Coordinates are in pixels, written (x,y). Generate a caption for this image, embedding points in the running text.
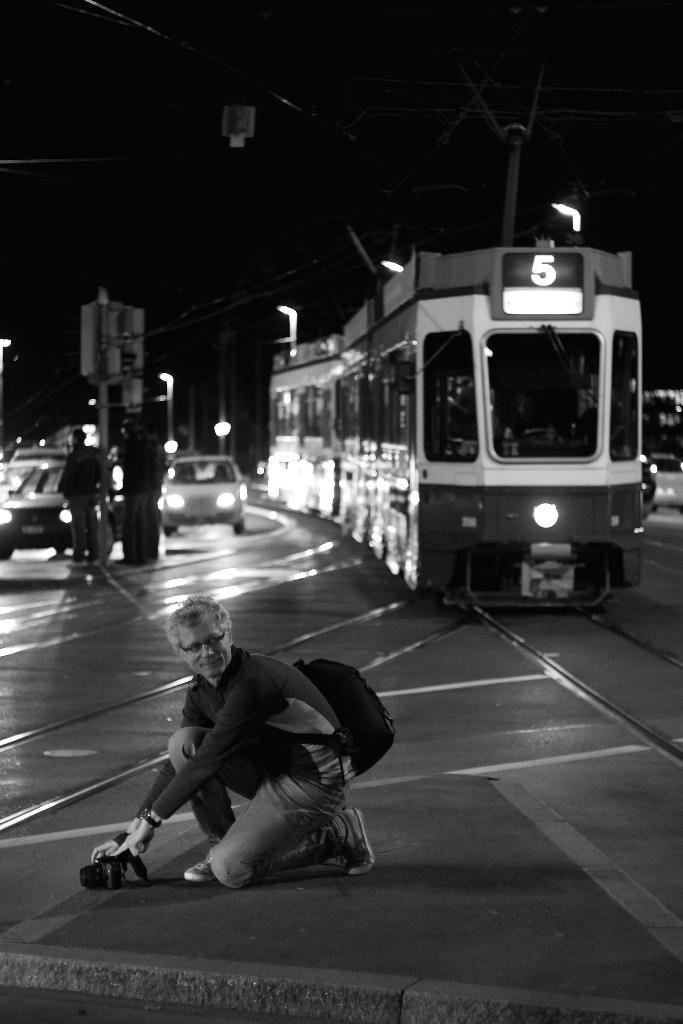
In front of the image there is a person (225,754) kneel down by holding a camera (106,859) in his hand (106,846) on the surface (118,585), behind the person (211,658) there is a tram (352,489) and few cars (214,488) passing on the road (90,573) and there are pedestrians (92,516) standing, in the background of the image (512,135) there are electrical cables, lamp posts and traffic signals (127,359).
